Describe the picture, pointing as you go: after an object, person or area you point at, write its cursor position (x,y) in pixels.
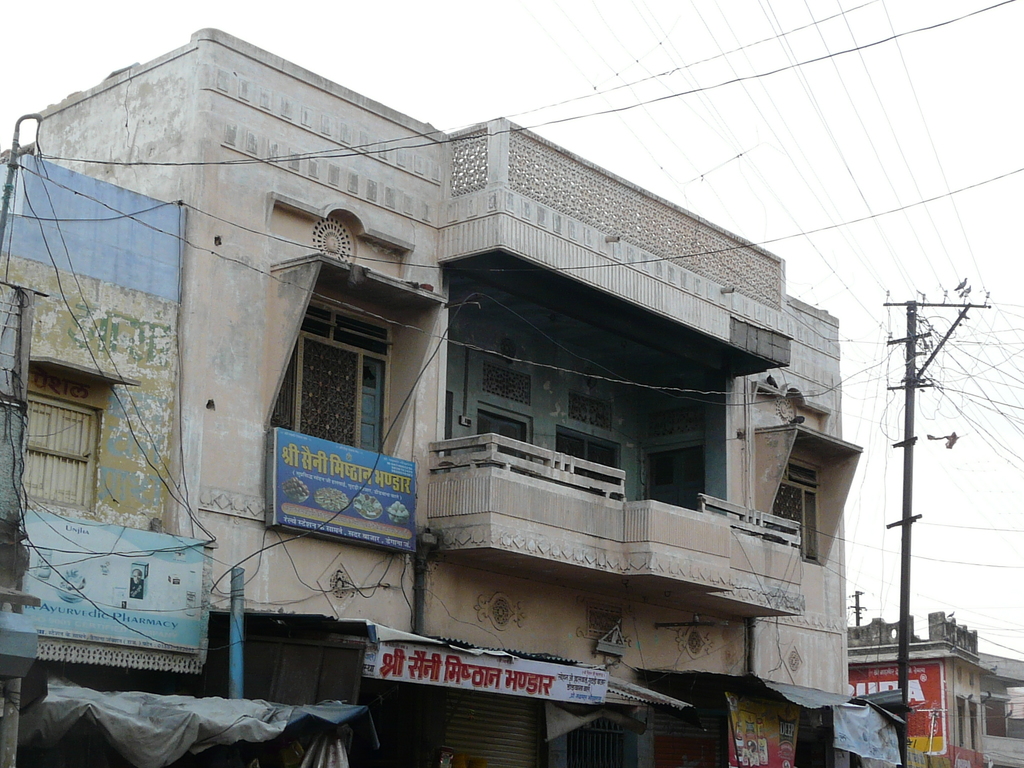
In the picture we can see a building (388,562) with windows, and under it we can see some shops (450,746) and beside it we can see a electric pole (908,365) with wires (935,331) and some other houses (852,681) and sky (727,194).
